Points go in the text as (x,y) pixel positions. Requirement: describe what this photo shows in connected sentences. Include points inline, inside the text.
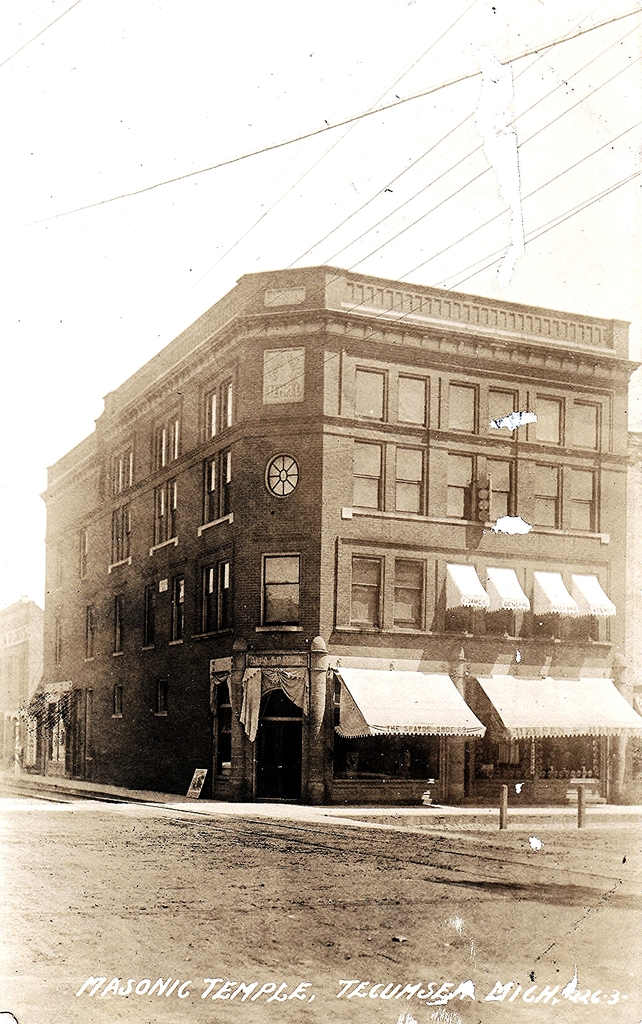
This is a black and white image, in this image there is a road (480,911), in the background (283,287) there is a building (373,328), for that building (371,595) there are windows (178,611), at the bottom (105,990) there is text (94,987).
